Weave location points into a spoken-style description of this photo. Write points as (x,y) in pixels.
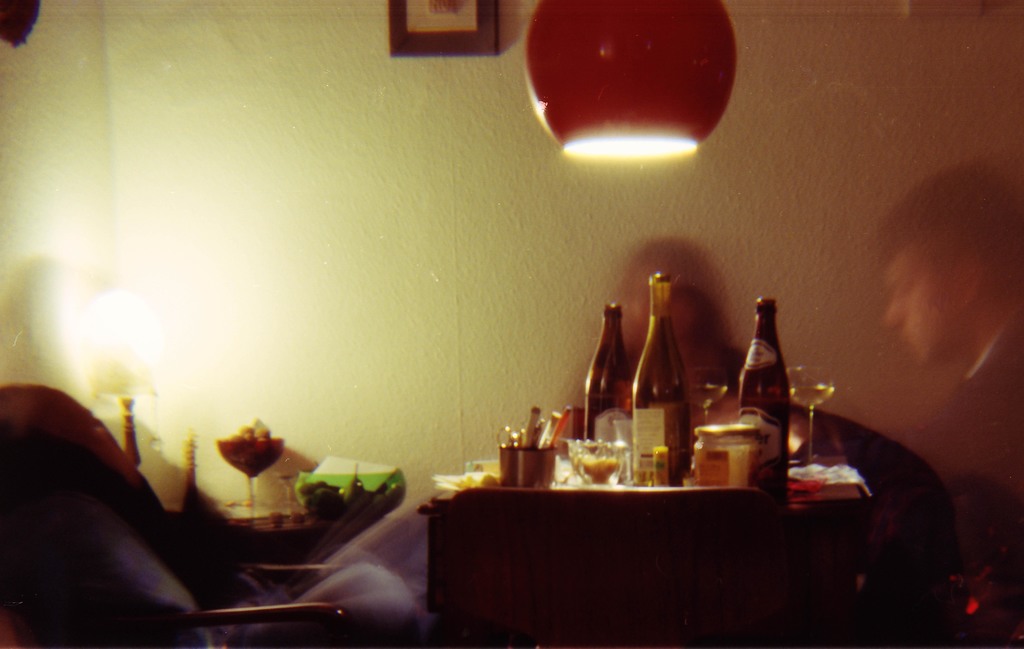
On this table (699,515) there are bottles (762,456), jars (739,423) and things (579,433). Photo (466,18) is on wall (522,105). This is lamp (647,107). On the other table (304,516) there is a bowl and object (280,453). Here we can see people reflections (918,437).
